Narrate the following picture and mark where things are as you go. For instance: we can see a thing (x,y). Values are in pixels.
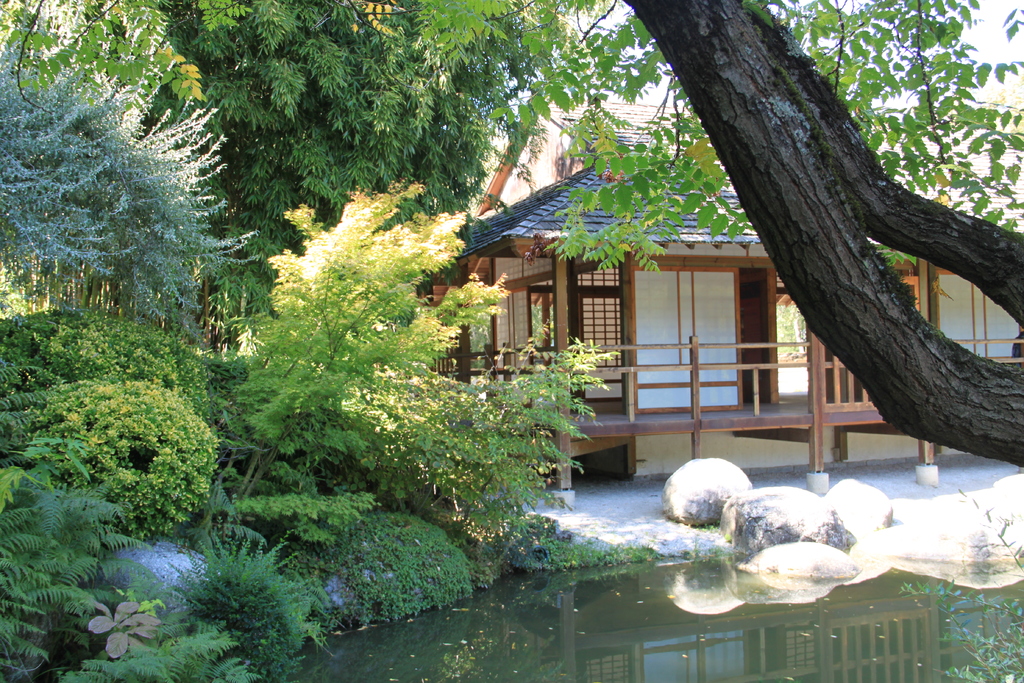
In the image there is a pond (513,635) in the front (613,633) with plants (151,486) and trees (207,264) on the left side (214,432), behind it there is a home (678,395).
